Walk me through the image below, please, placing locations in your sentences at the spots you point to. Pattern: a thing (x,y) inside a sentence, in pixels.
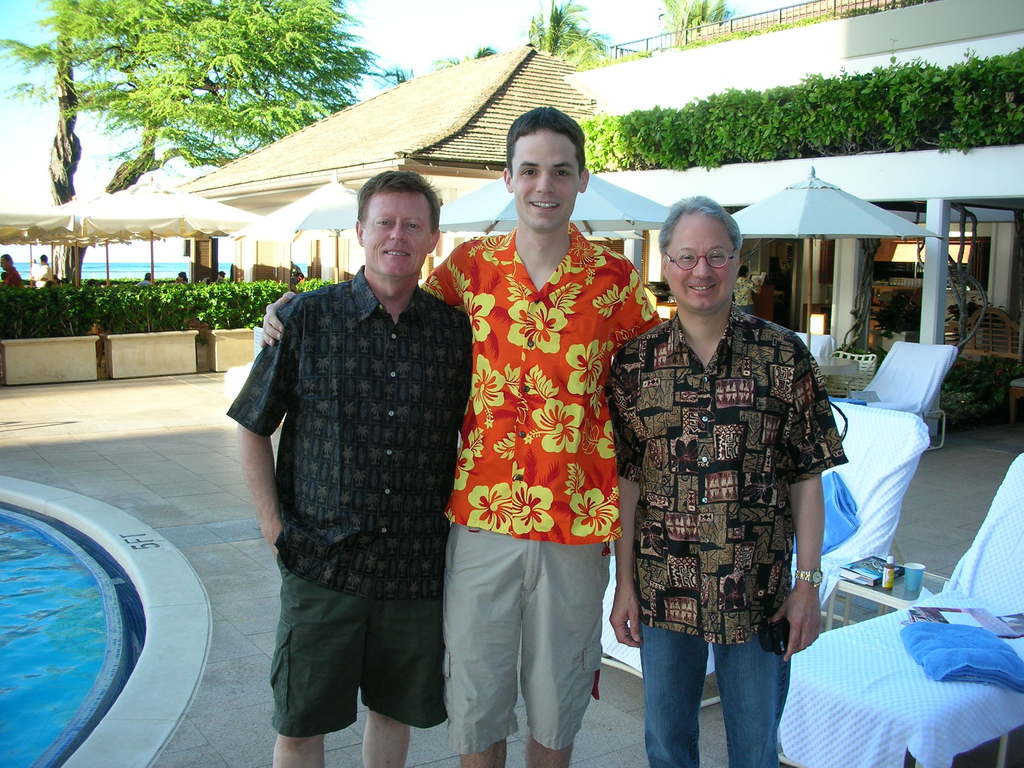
In this picture we can see three men (488,705) standing and smiling. There is a swimming pool (133,530) on the left side (166,584). We can see a cup (916,582), bottle (886,579) and a book (868,570) on the table (838,588). There are towels (950,680) on the chair (901,666) on the right side (847,555). We can see a few chairs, umbrellas (790,208), tents (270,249) and flower pots (115,362) on the path (847,612). We can see a few trees (144,166) at the back (144,153). There is water (166,266) in the background (124,271).
